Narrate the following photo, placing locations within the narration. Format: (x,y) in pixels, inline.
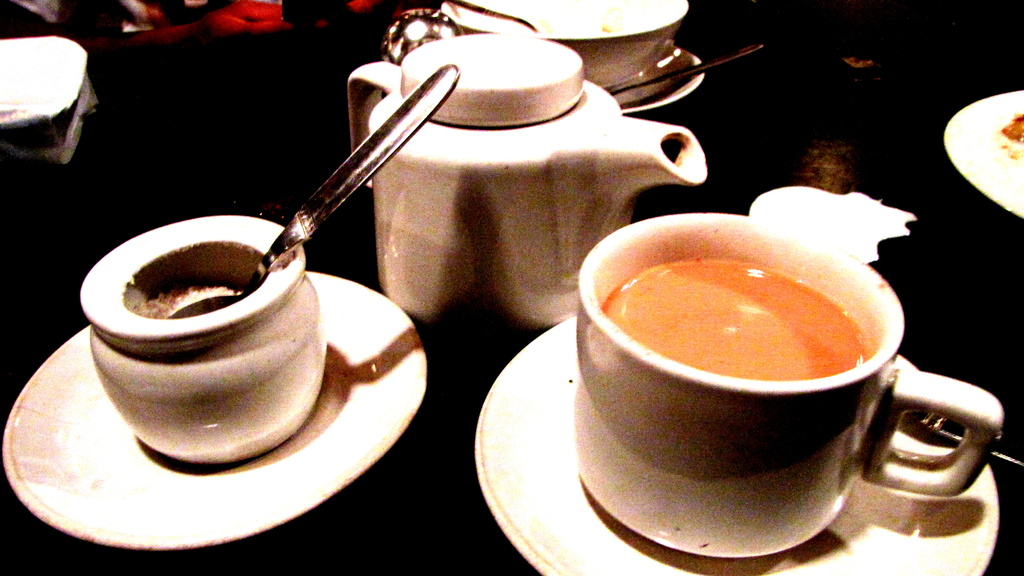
In the center of the image (478,369) there is a table (244,191) and we can see a cup (622,467), saucers (568,482), jar (241,375), spoon (260,274) and a pot (548,156) placed on the table (649,210).
